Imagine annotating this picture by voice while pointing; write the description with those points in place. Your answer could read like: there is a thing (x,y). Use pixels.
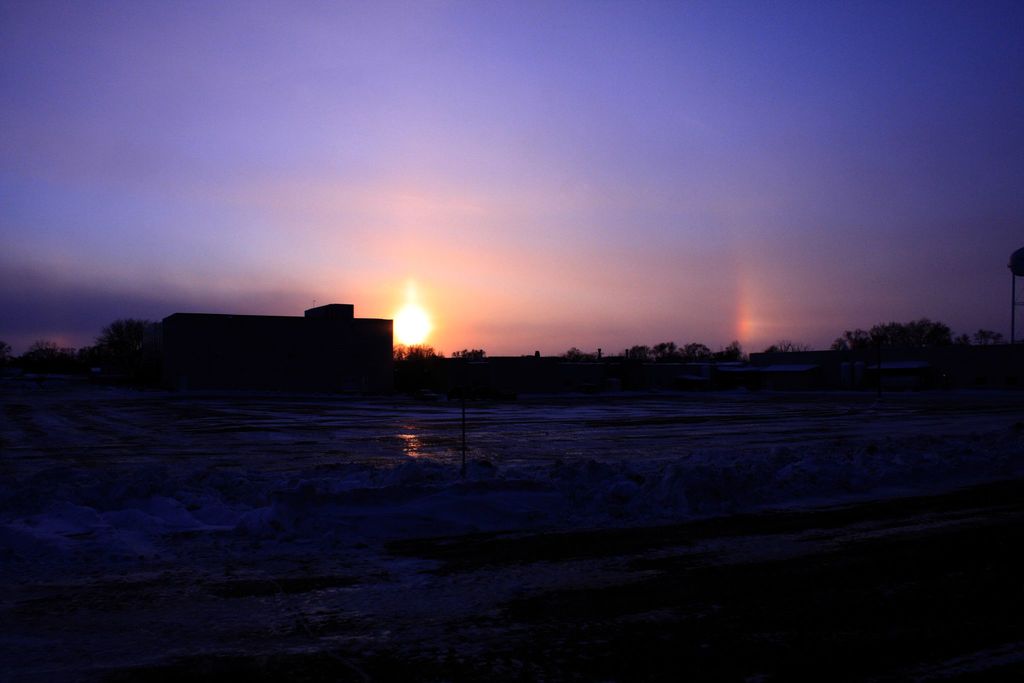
In this image we can see a building (332,345). We can see the sun (419,331) in the sky (750,344). There are many trees (849,342) in the image.
